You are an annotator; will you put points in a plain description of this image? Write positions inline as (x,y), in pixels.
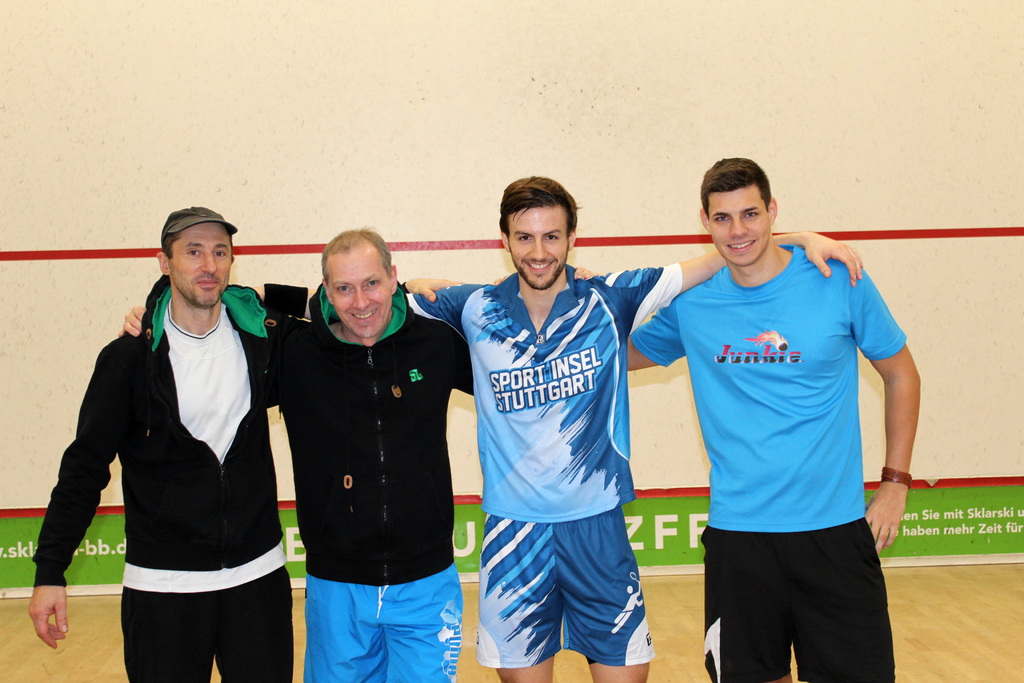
In this picture I can see 4 men (360,302) who are standing in front (833,282) and I see that they're smiling. In the background (84,321) I can see the wall (61,52) and I see the green color thing (78,579), on which there is something written.
